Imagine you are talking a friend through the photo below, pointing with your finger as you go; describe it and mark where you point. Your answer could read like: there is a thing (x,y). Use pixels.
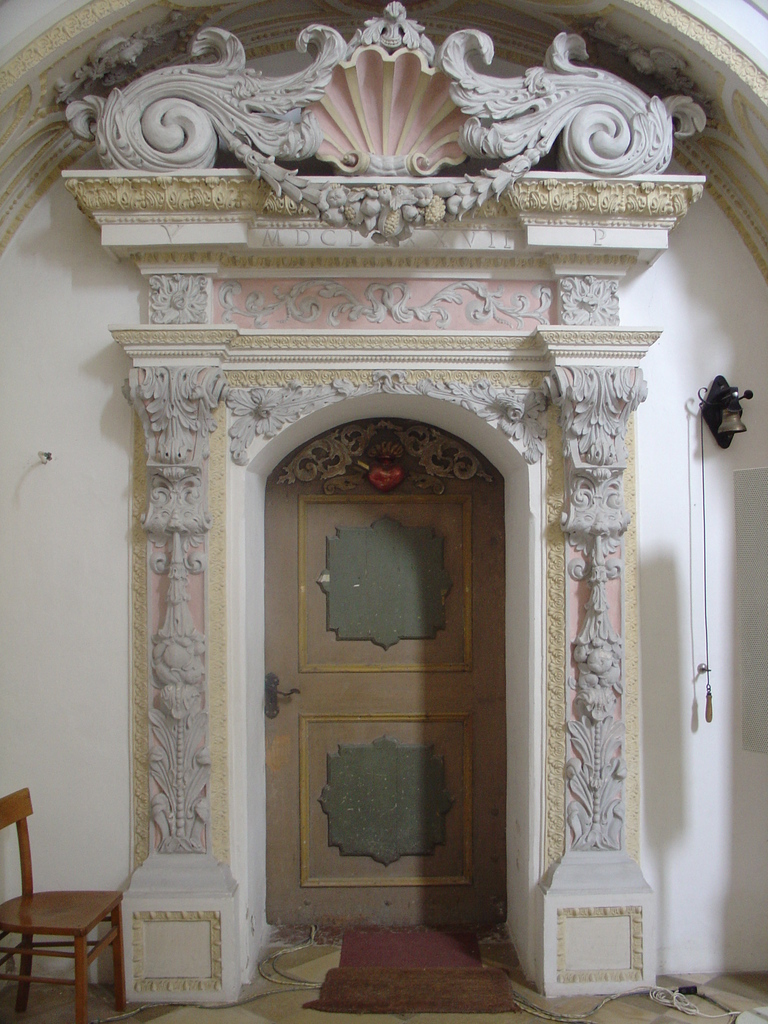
In this picture we can see a door (326,562) in the middle (447,540), on the right side (659,540) we can see a bell (739,407) and a wall (711,522), at the left bottom (11,911) there is a chair (22,919).
